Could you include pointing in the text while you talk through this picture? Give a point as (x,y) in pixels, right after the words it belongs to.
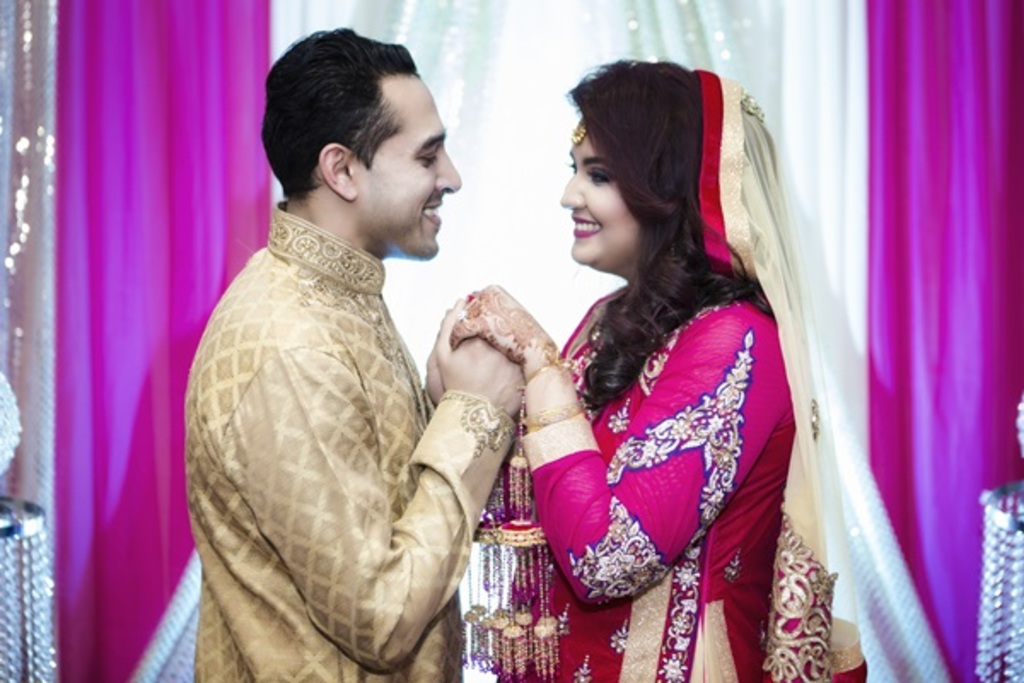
Here we can see a man (345,661) and a woman (800,358) holding their hands (548,376) each other. In the background (194,192) we can see cloths (771,81).
